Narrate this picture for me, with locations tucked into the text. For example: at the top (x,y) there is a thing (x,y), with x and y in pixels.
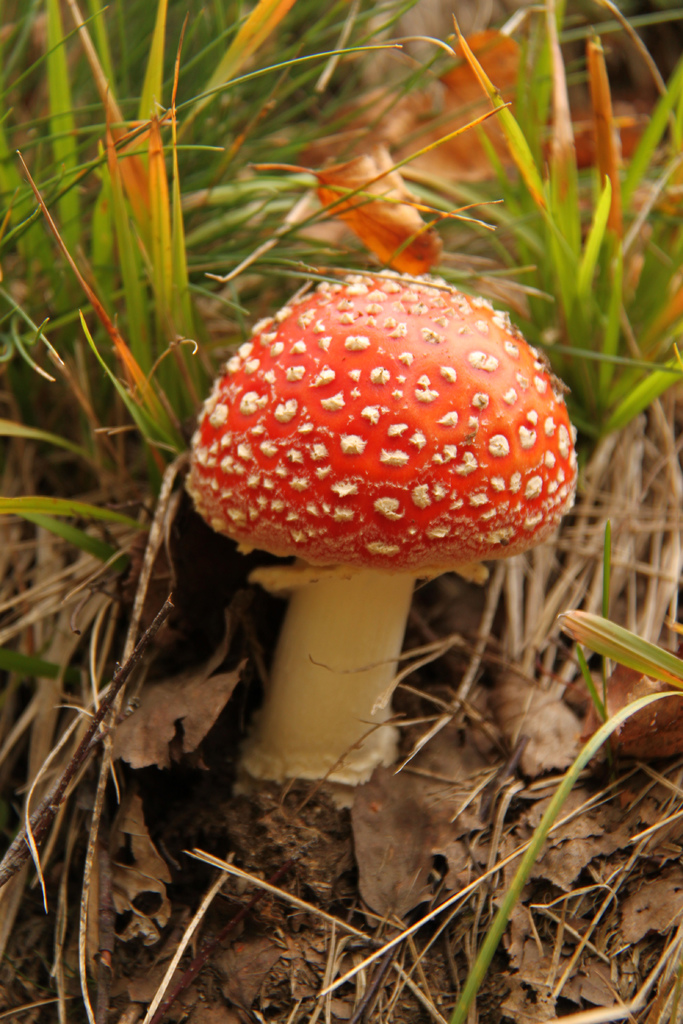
In this picture we can see a mushroom (301,589). Behind the mushroom (288,545) there are dried leaves (493,72) and grass (249,195).
